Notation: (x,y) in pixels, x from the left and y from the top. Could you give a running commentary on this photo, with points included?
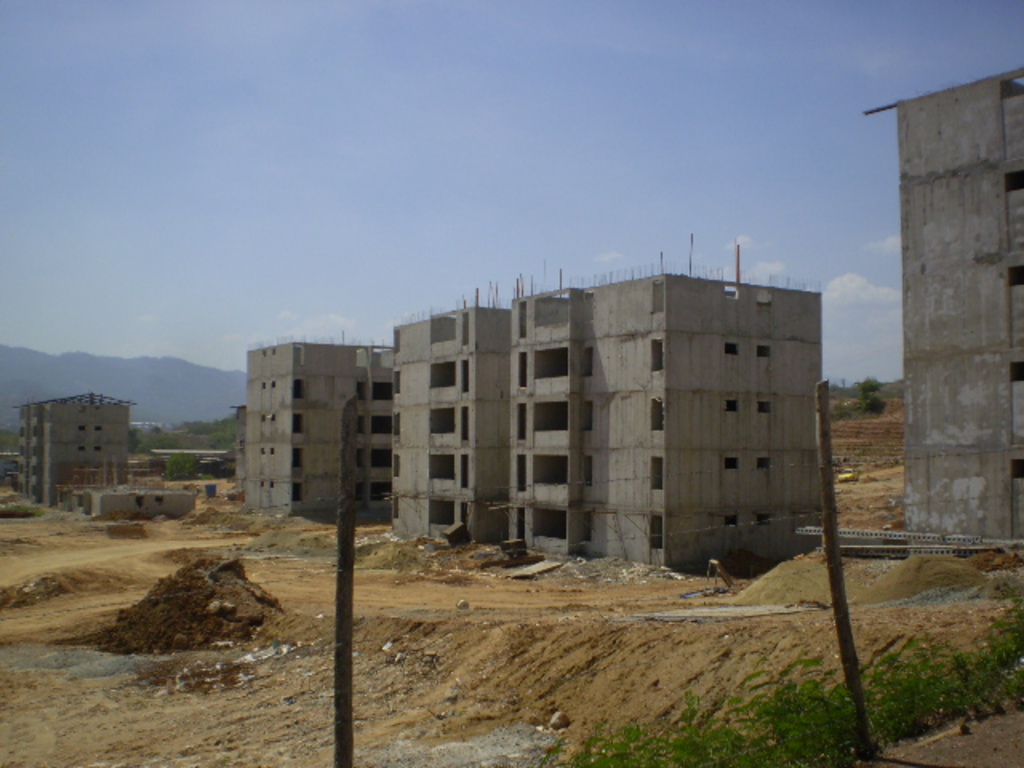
In this image there is a land (467,651) in that land (328,677) there are buildings (591,390), in the background (229,386) there is the mountain (192,379) and the sky (692,179).
